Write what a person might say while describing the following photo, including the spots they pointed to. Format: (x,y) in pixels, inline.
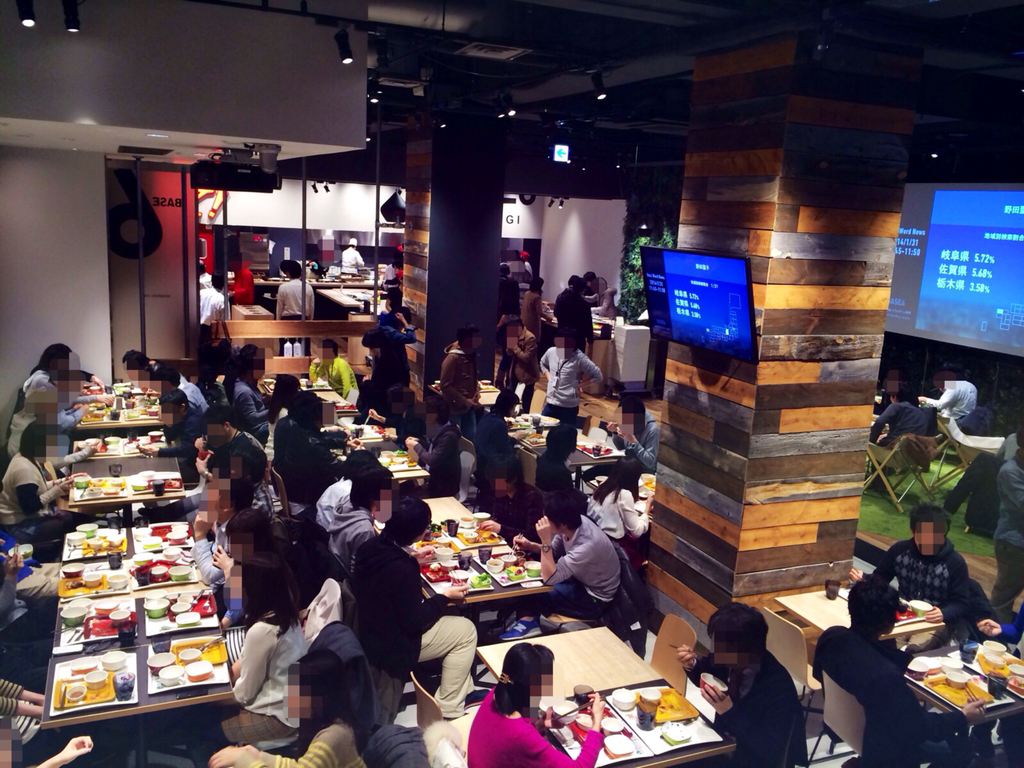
In this image in the middle (376,464), there are many people (542,646) sitting and eating food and there are many tables (145,643), chairs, food items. On the right (925,593) there are some people (913,581), chairs (955,446), tables (923,664), food items (944,669), tv (711,289), screen (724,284) and pillars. In the background (262,176) there are some people (251,278), glass (291,230), projector (227,176) and wall (44,224).
